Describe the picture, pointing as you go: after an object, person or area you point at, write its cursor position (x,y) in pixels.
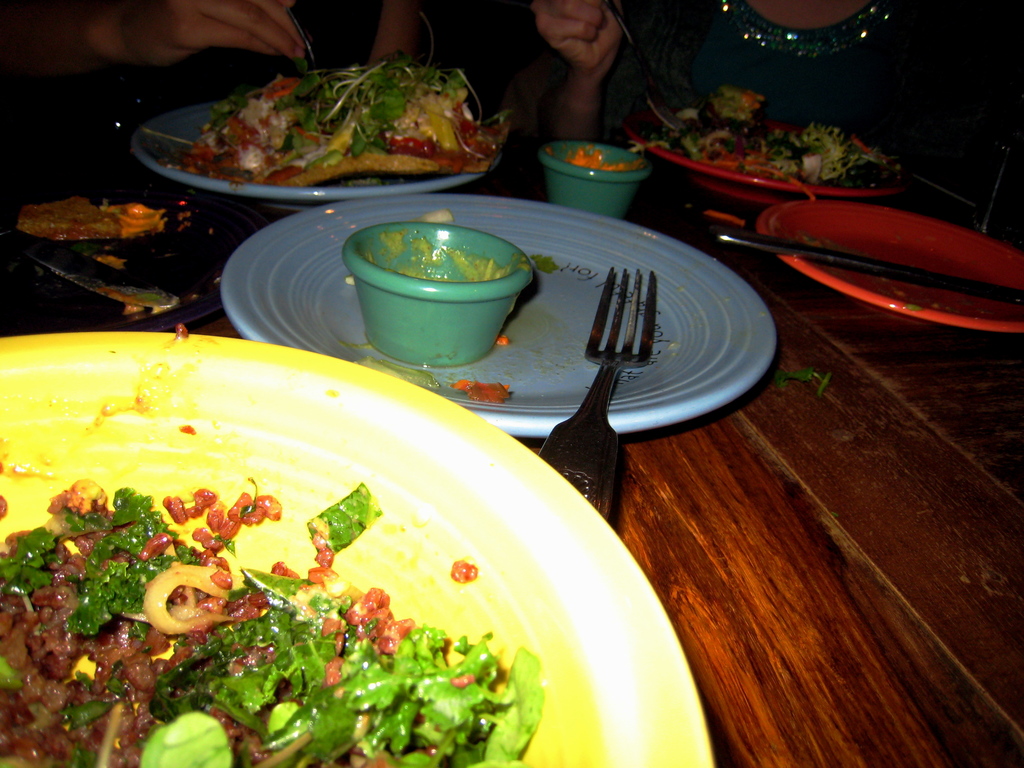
On the table (1005,497) we can see fork (607,475), knife (903,276), plates (919,234), cups (378,276) and food (350,683). On the right (797,4) there is a woman (821,49) who is wearing green dress (882,89). On the top left (174,17) we can see a person (299,57) who is holding the fork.
